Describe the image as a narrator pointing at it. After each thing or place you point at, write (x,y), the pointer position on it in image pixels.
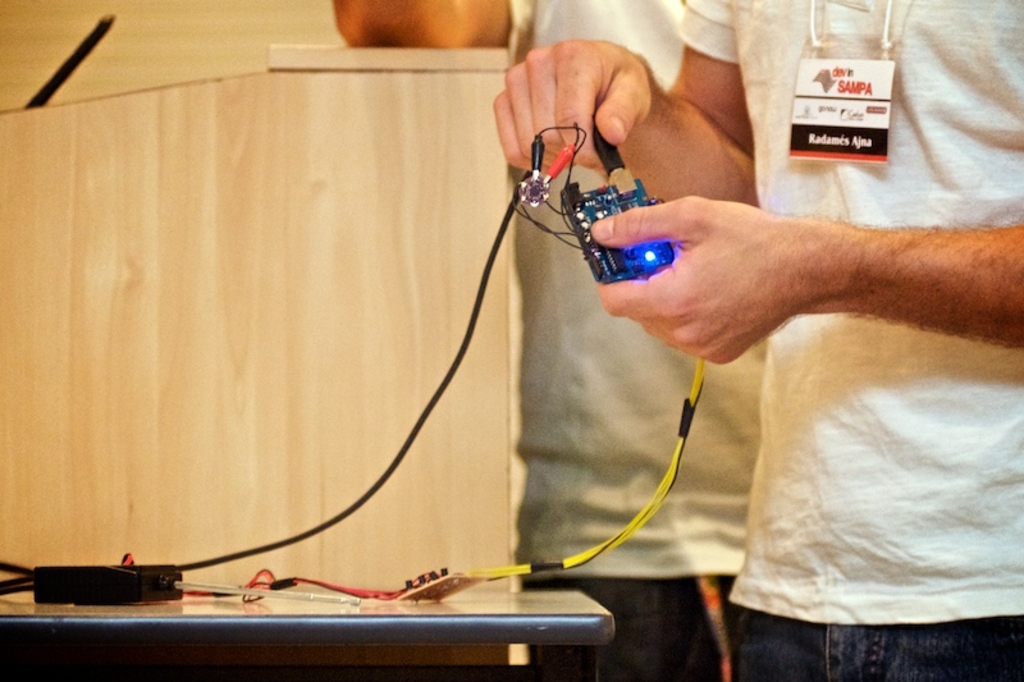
In this image in front (636,151) there is a person (960,396) holding some object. Beside him there is another person (550,341). In front of them there is a table (326,619). On top of it there is a cable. In the background of the image (181,44) there is a wall (199,36).
